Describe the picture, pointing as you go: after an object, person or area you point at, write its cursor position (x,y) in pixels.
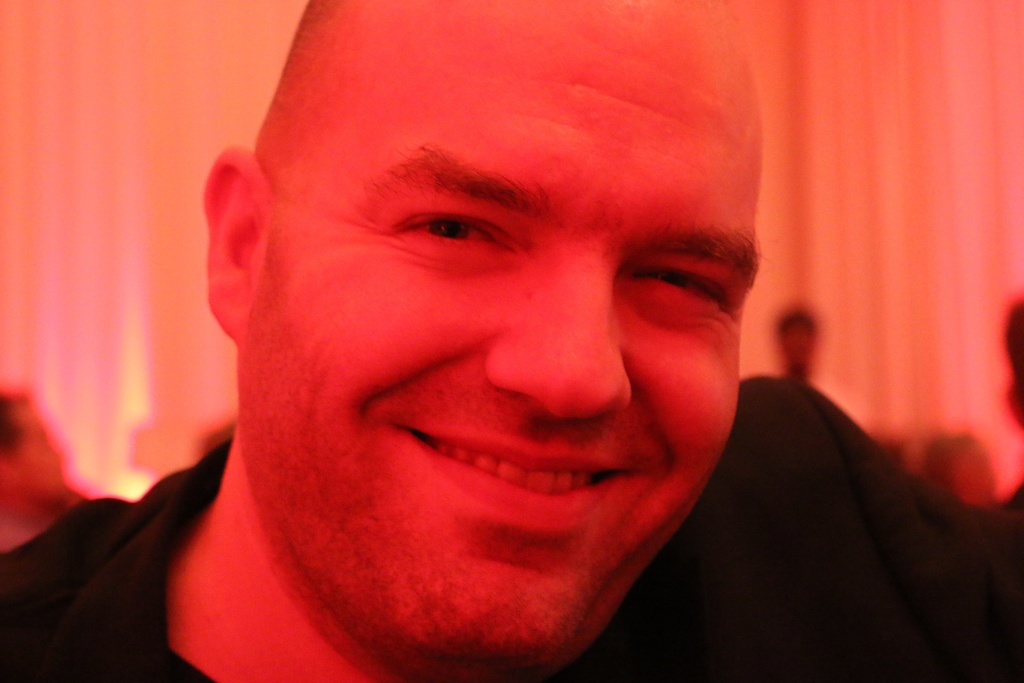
In the picture we can see a man (911,639) with a black shirt (793,523) and he bending his head (366,121) towards the right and smiling and in his face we can see the red color light focus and behind him we can see some people (968,473) are sitting and in the background (865,356) we can see a curtain (184,146).
